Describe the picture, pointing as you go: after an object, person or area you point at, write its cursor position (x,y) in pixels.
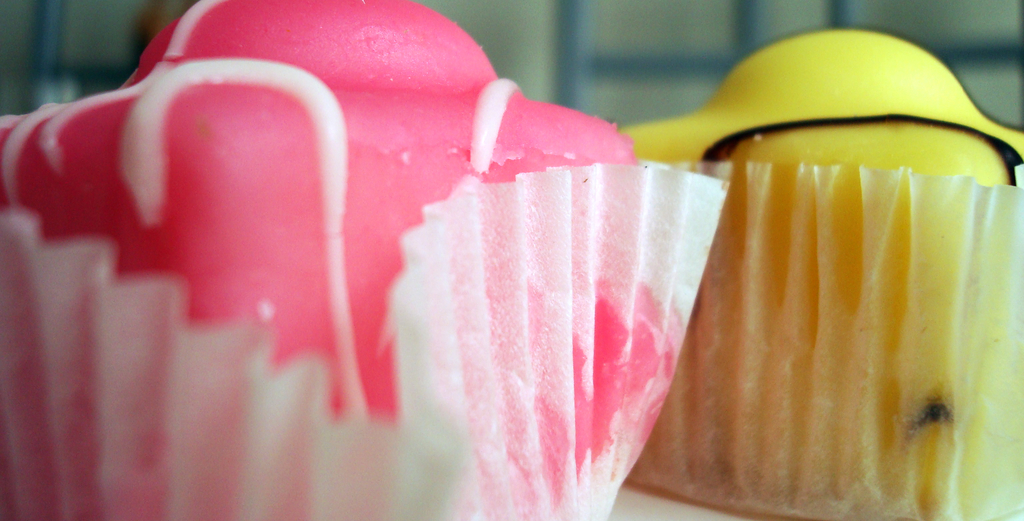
In the center of the image (498,285) we can see two cupcakes (600,284), which are in pink and yellow color. In the background (997,93) there is a wall (696,3) and a few other objects (584,28).
